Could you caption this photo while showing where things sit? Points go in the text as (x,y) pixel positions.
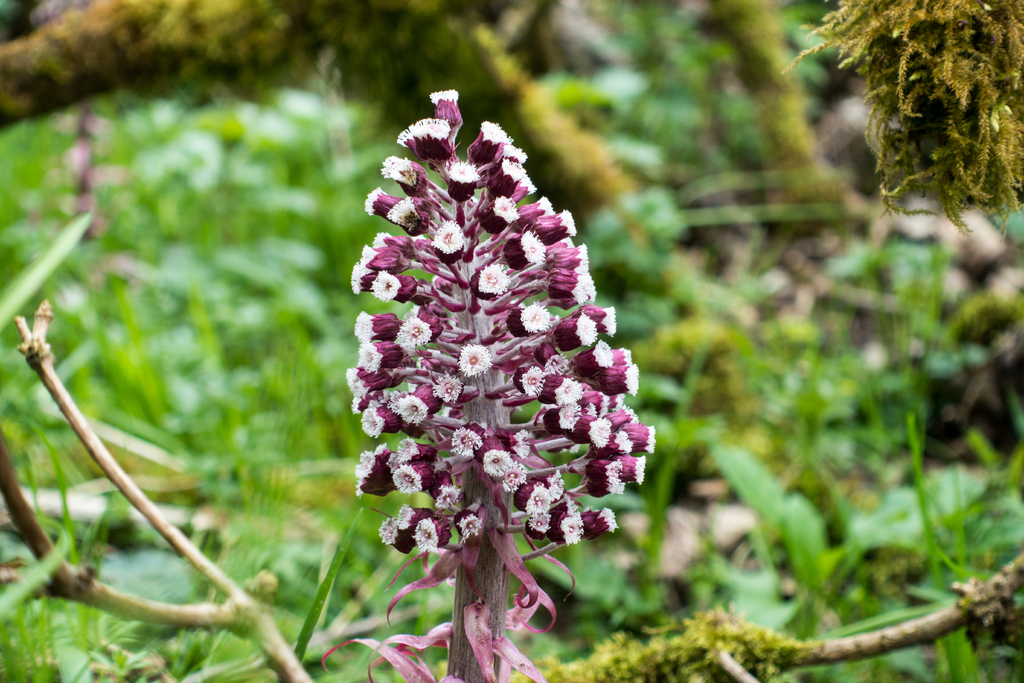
This picture is full of greenery (904,279) and we can see flowers (569,319) to a stem (486,531).
